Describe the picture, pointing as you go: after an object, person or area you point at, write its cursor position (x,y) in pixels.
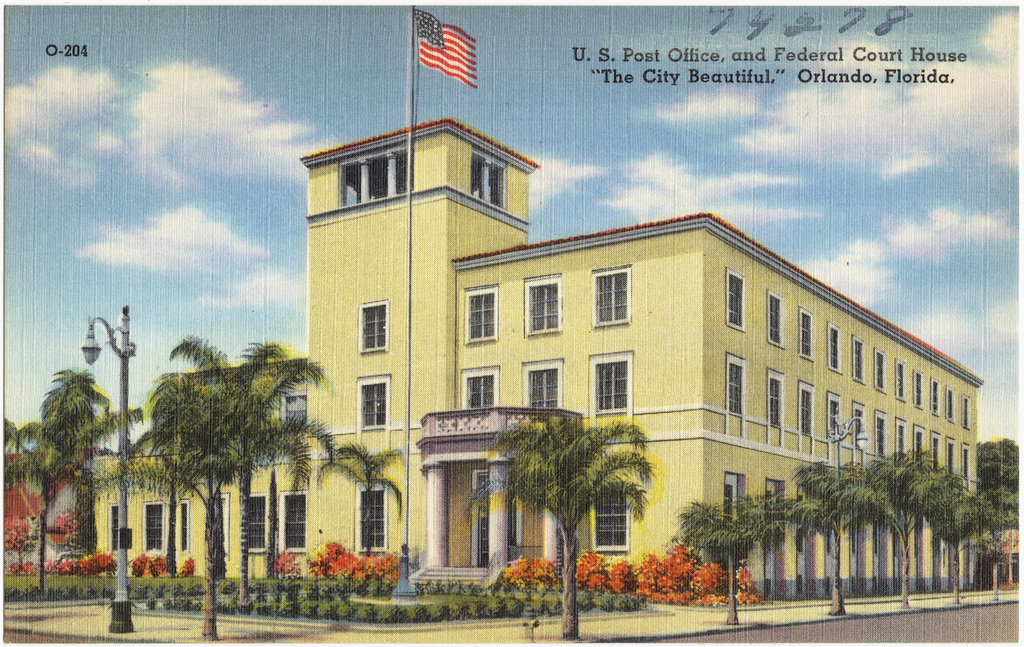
In the picture we can see a photograph (394,556) with a building (450,556) on it, we can see some windows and pillars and near to it, we can see some plants (920,518) and pole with a flag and we can also see a tree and in the background (947,207) we can see a sky (292,192) with clouds (42,88).
